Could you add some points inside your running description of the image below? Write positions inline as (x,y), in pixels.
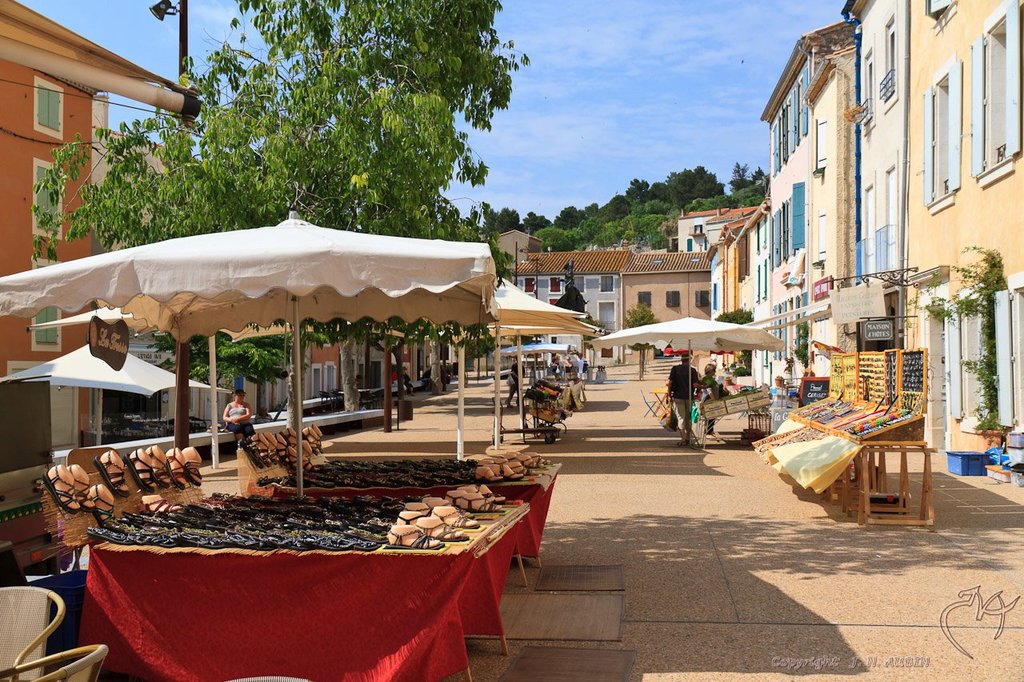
In this picture I can see 2 stalls (271,472) in front (318,477), on which I can see footwear (288,505) and I can see few more stalls (688,331) and I see number of people (672,372) near to them. I can see number of buildings (738,250) on both the sides. In the background (733,265) I can see few more buildings (539,259) and number of trees (402,55) and I see the sky (631,87). On the bottom right corner of this image (894,669) I see the watermark (958,641).
